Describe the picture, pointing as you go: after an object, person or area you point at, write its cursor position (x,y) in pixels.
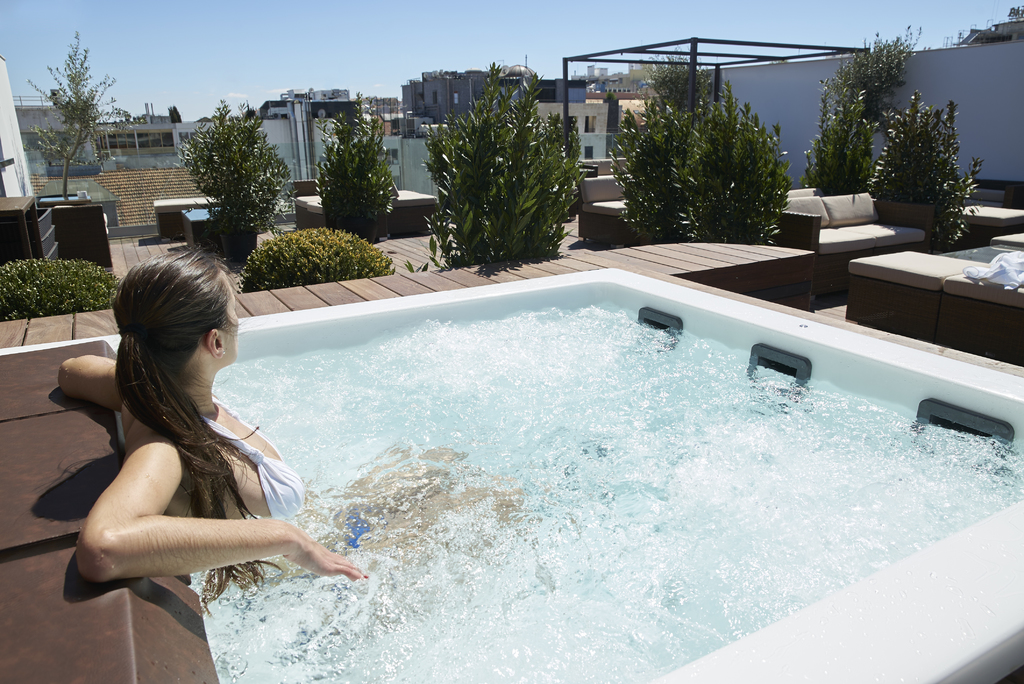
In this image on the left side (213,475) there is one woman (244,451) who is in water (347,437), and in the background (190,207) there are some buildings (134,202), plants (935,145), trees (900,109), couch (829,240), chairs (421,224), pillows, wall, poles (566,74), walkway (593,251) and some other objects (30,360). At the top (453,67) there is sky (366,84).
